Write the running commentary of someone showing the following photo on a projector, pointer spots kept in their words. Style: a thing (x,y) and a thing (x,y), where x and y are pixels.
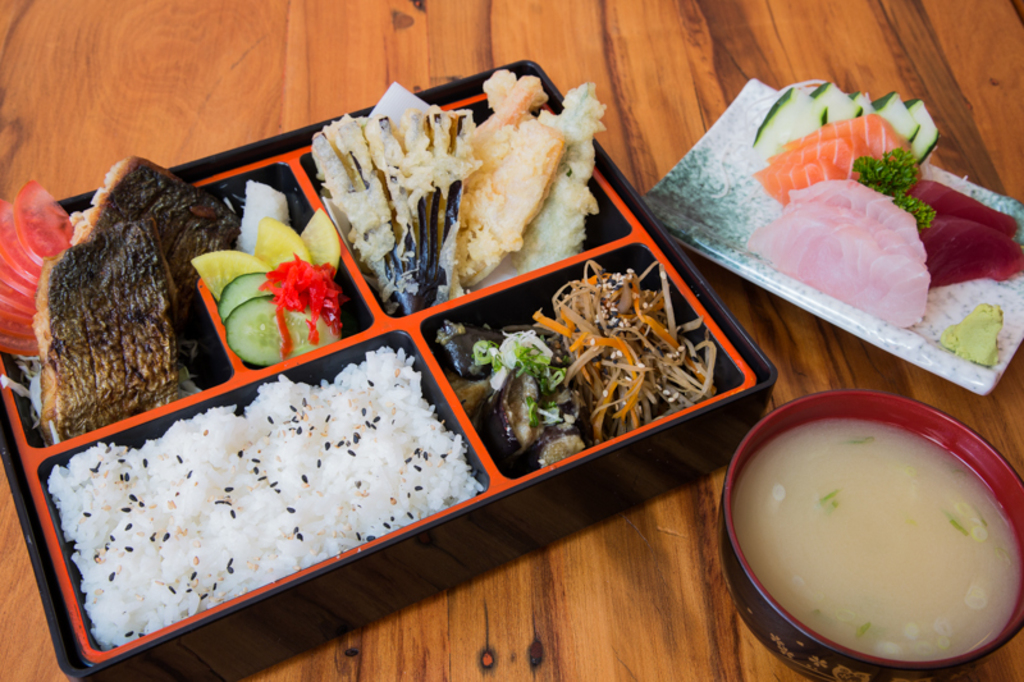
In this picture we can see a box (491,485), a plate (699,216) and a bowl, we can see some food (877,314) in this plate (718,223) and box (328,348), there is soup (931,580) in this bowl (835,535), we can see a wooden surface (532,626) at the bottom (497,640).
